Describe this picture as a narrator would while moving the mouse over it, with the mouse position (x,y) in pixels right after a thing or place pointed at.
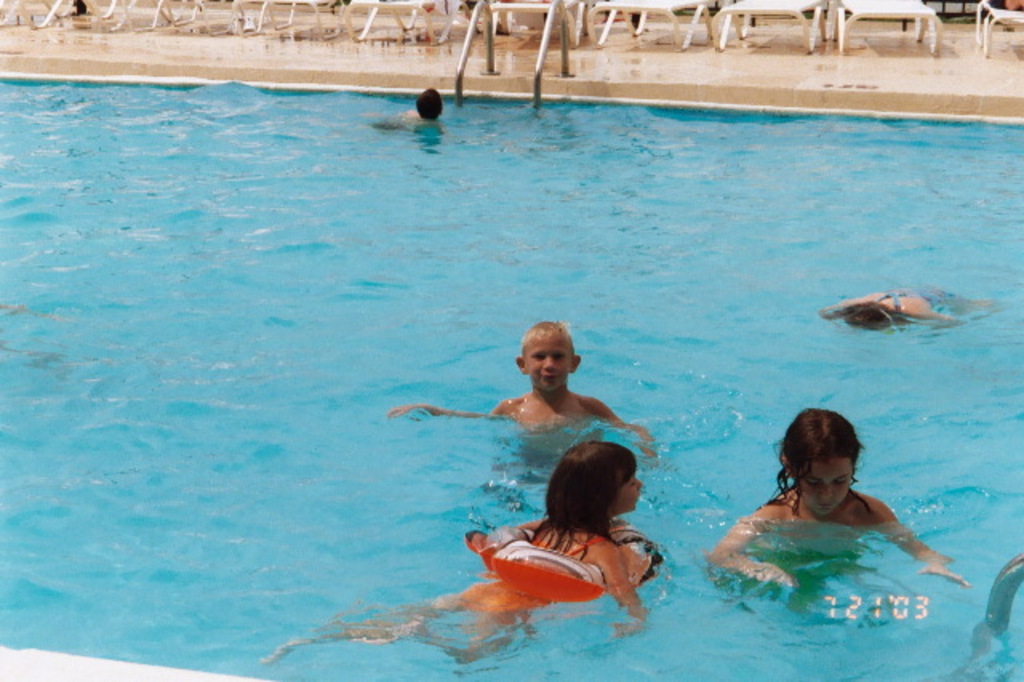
There are kids (478,639) present in a swimming pool (420,234) as we can see in the middle of this image (547,246). There are chairs (929,12) at the top of this image (399,7).
